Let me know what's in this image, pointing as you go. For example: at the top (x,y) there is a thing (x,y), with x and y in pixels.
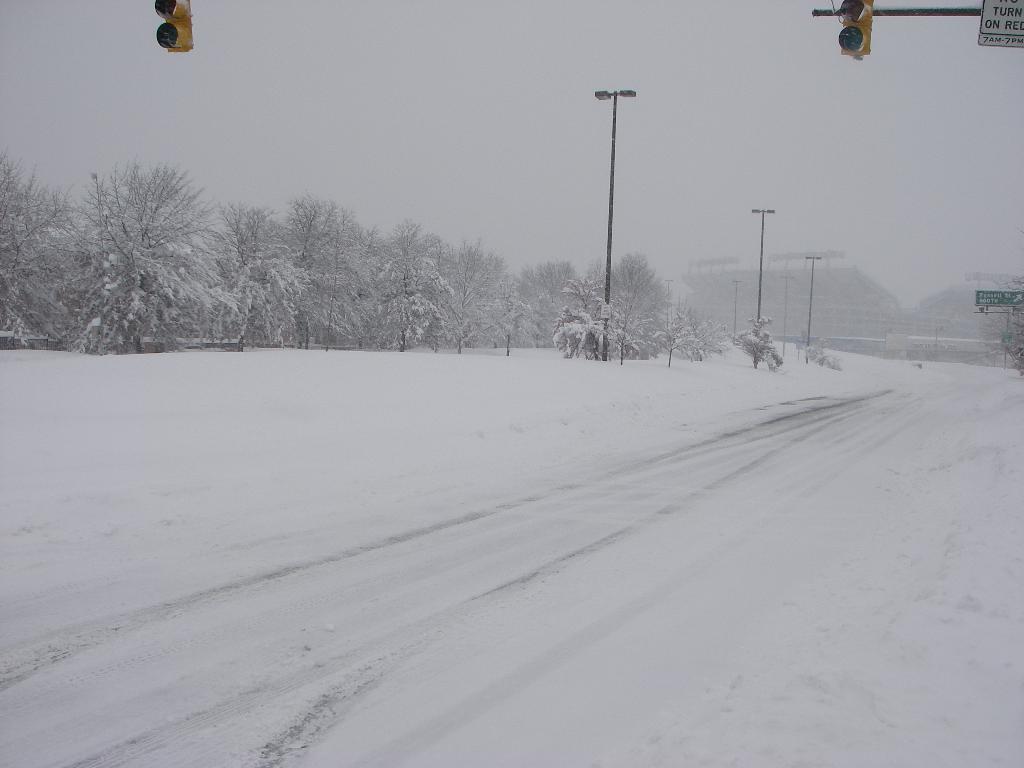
In this image we can see snow (396,447) on the road (408,558). In the background of the image (243,313) there are trees (468,248), poles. To the right side of the image (1005,300) there is a directional board (1005,300). At the top of the image (857,23) there are signal lights (843,23).
